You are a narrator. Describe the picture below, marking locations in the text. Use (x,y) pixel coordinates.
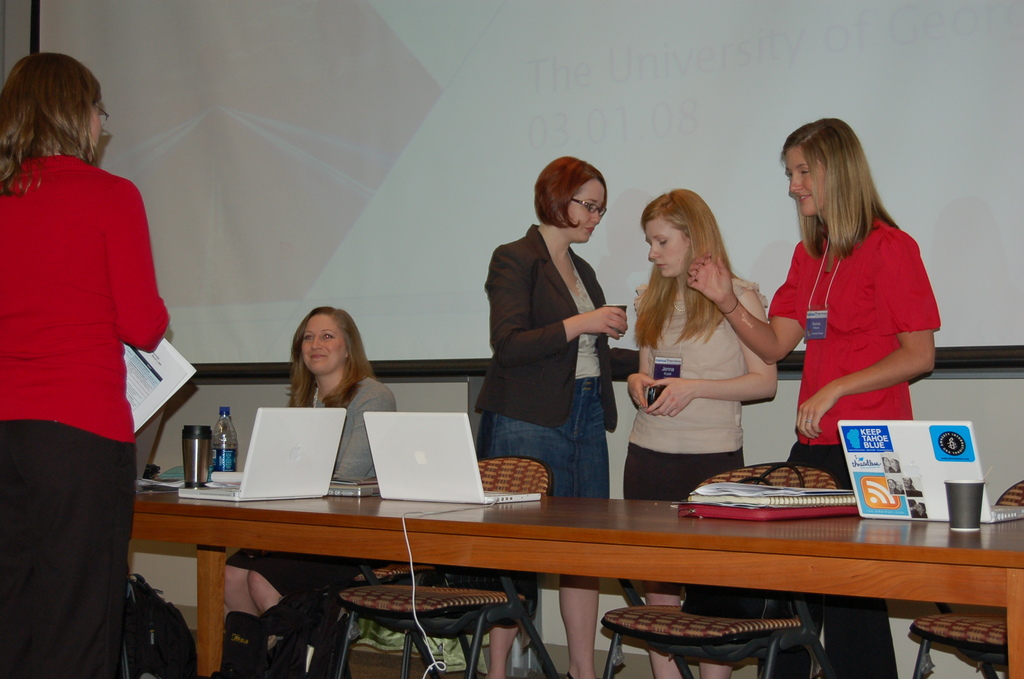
As we can see in the image, there is a screen (307,127) and few people (325,310) over here and in front of them there is a table (707,580). On table (923,588) there are laptops (943,506), books (809,505) and a glass (980,503).
